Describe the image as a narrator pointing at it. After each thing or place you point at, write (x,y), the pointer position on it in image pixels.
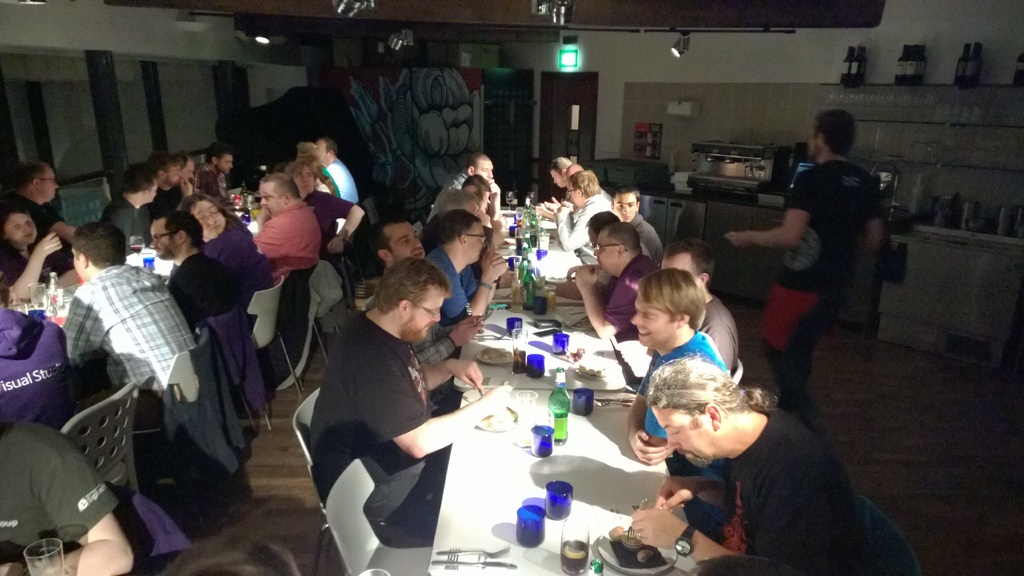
There are many people (229,268) sitting on chairs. There are tables (494,499). on the table (546,479) there are glasses (534,403), bottles (564,418), plates (614,553) and food items (617,530). One person (808,267) wearing a black dress (817,252) is walking. In the background (616,140) there is a table (699,202) and wall (780,93). Many bottles (923,77) are kept there. There is a light (568,53) and door (554,117) in the wall (598,147). There is a painting (383,119) in the background (431,158).
